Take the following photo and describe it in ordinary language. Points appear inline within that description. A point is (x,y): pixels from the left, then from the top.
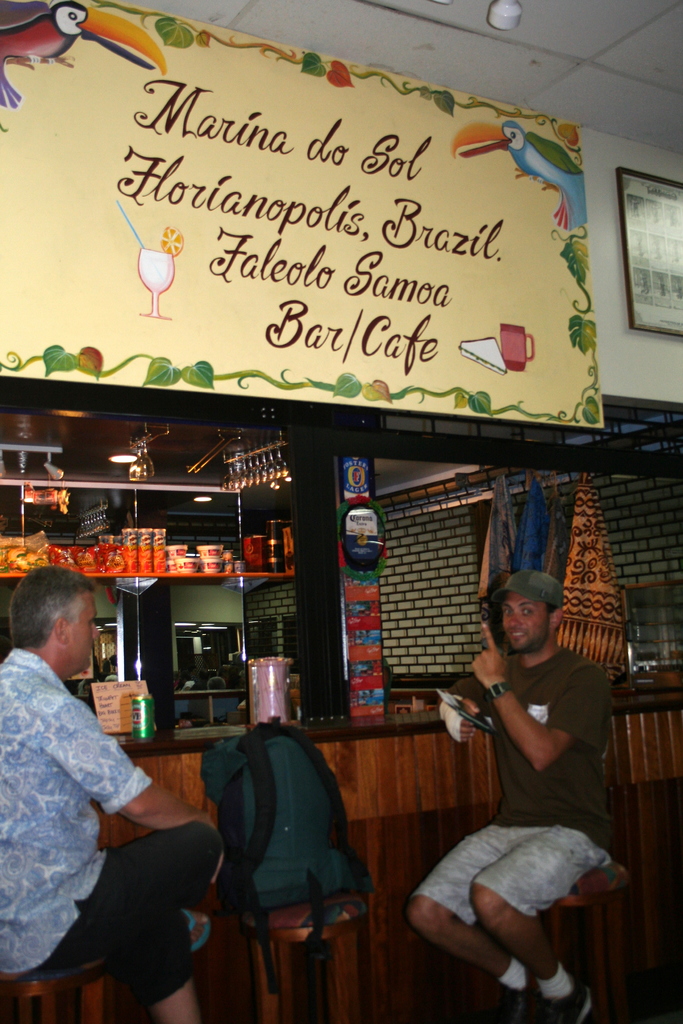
In this picture we can see two people (181,996) sitting on stools (93,1010), here we can see a bag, clothes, platform (386,982), lights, wall (409,591) and some objects (370,618) and in the background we can see a poster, photo frame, roof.
